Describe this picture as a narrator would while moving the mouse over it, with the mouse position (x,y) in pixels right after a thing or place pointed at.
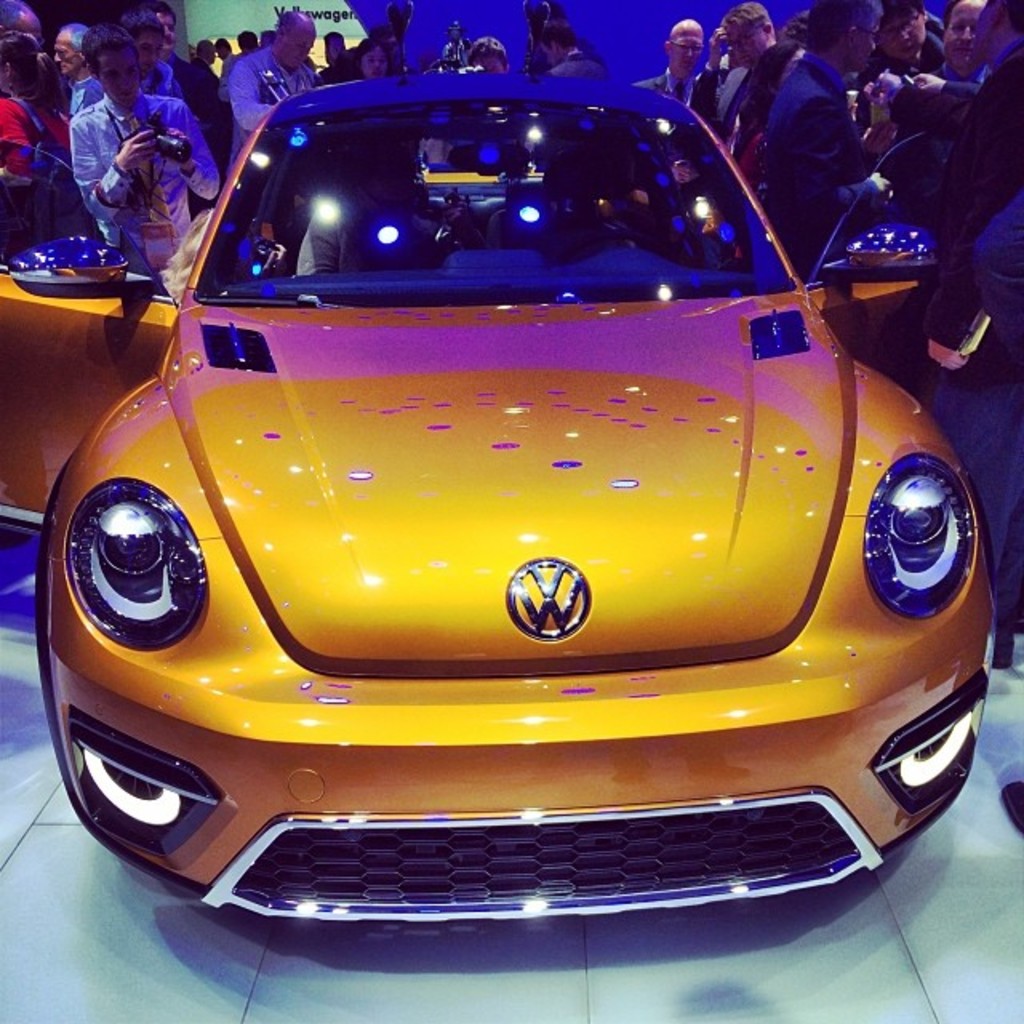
In this image I see a car (46,275) which is of orange in color and I see the logo (562,581) over here and I see number of people (154,176) who are around the car (885,235) and I see the floor (2,540) and I see this man (177,124) is holding a camera (179,143) and over here I see the lights (530,128) on the glass (475,158).
